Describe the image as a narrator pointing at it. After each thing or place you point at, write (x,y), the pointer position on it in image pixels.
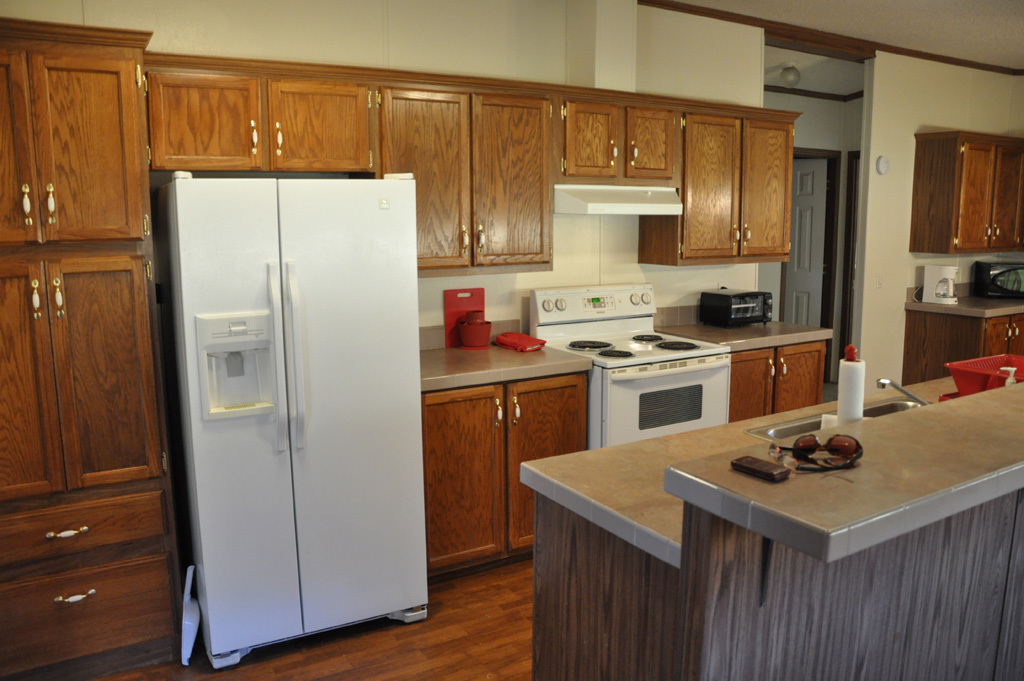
In this image I can see the fridge (227,369), stove (618,368), oven (709,295), sink (819,426), tap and few objects (725,321) on the countertop (762,336). I can see few brown color cupboards (773,407), door (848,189) and the wall (866,191).
